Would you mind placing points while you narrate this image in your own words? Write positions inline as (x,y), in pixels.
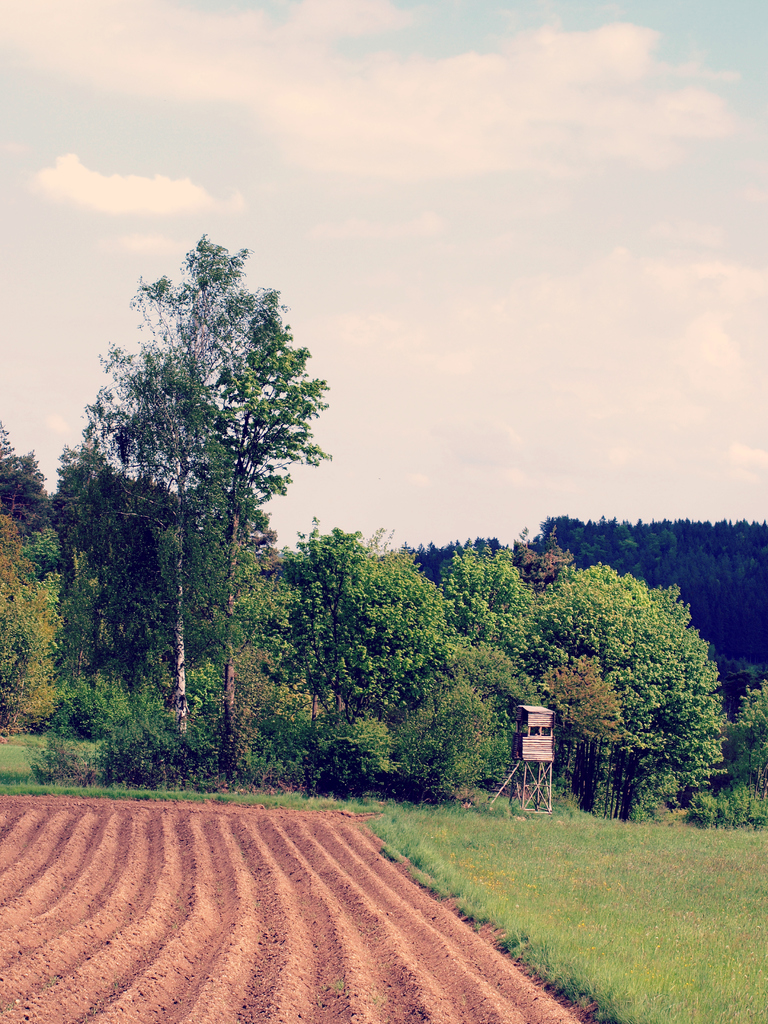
This picture shows a cloudy sky (399,339) and few trees (380,607).
